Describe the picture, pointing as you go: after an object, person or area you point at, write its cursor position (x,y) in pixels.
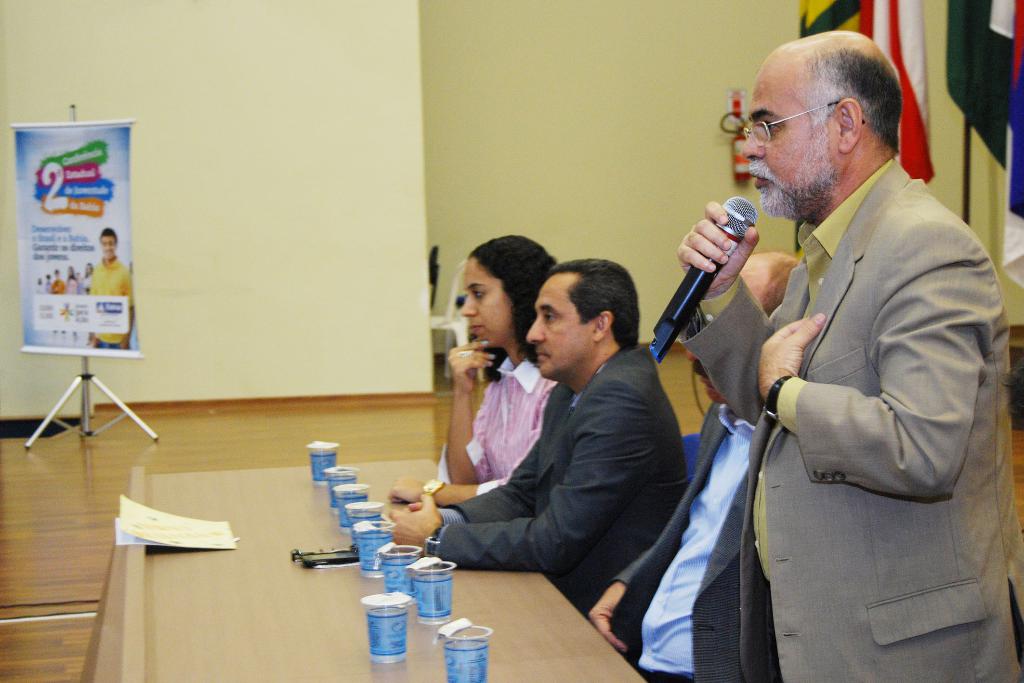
In this image there are group of persons (472,455) sitting and at the right side of the image (809,433) there is a person (855,355) wearing suit (828,305) standing and holding microphone (722,268) in his hand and at the front (321,473) there are glasses (371,632).
